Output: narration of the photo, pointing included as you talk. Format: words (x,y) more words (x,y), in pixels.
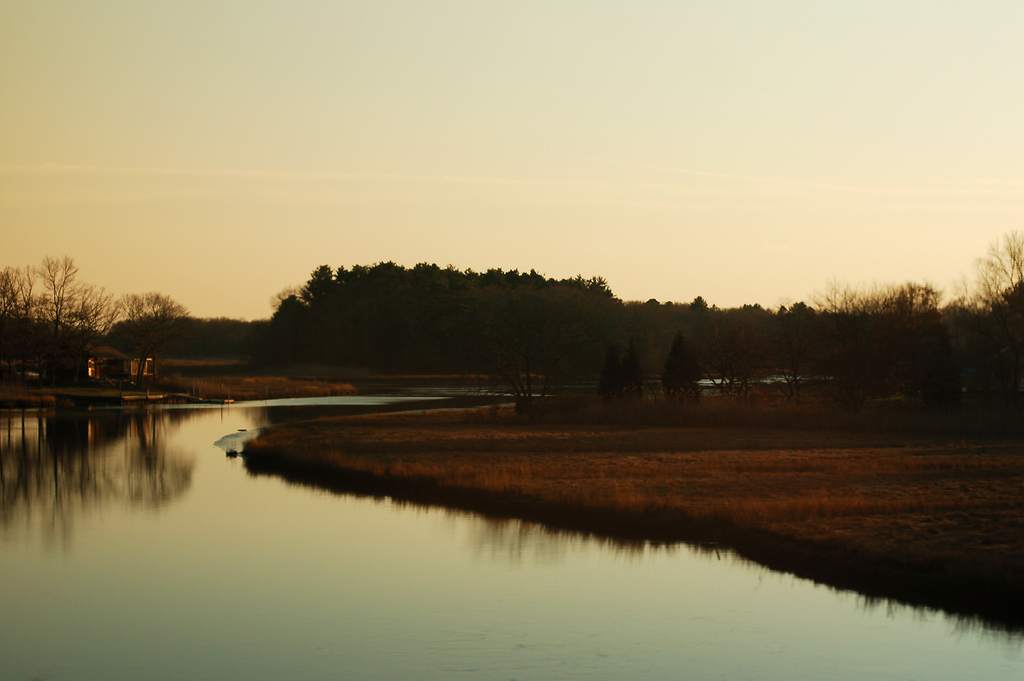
In this picture there is a small water pond (250,560) in the front (276,559). Beside there is a dry grass field (635,434). In the background (482,291) there are many trees (167,352).
